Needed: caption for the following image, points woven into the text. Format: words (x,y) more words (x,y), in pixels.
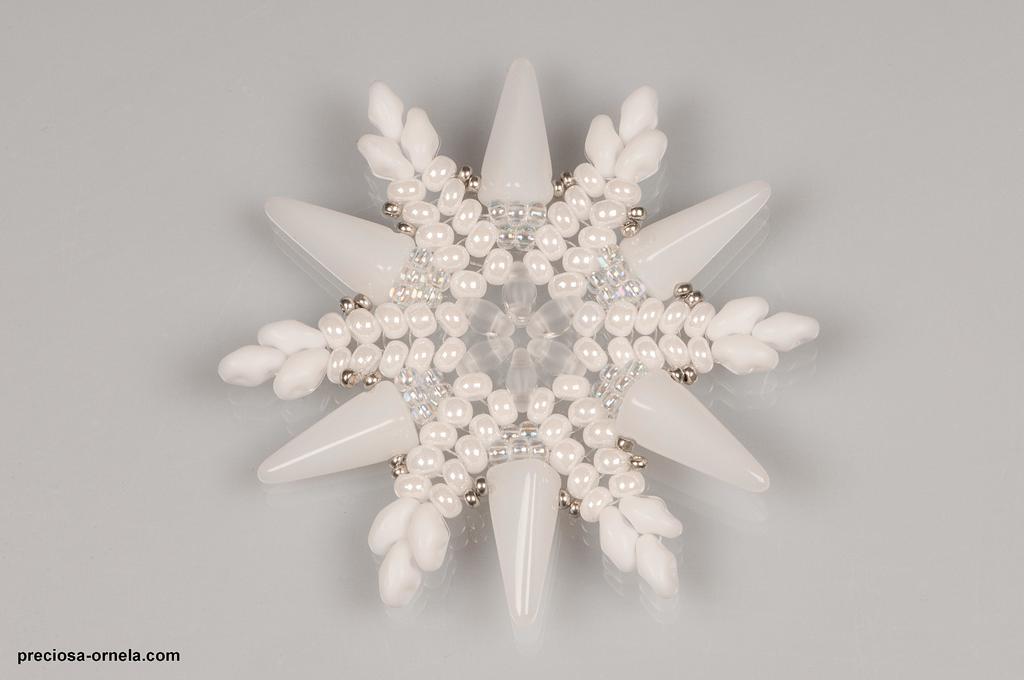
In the foreground of this image (536,370), there are beads (458,401) arranged as a flower model (418,322) on a white surface (132,234).
